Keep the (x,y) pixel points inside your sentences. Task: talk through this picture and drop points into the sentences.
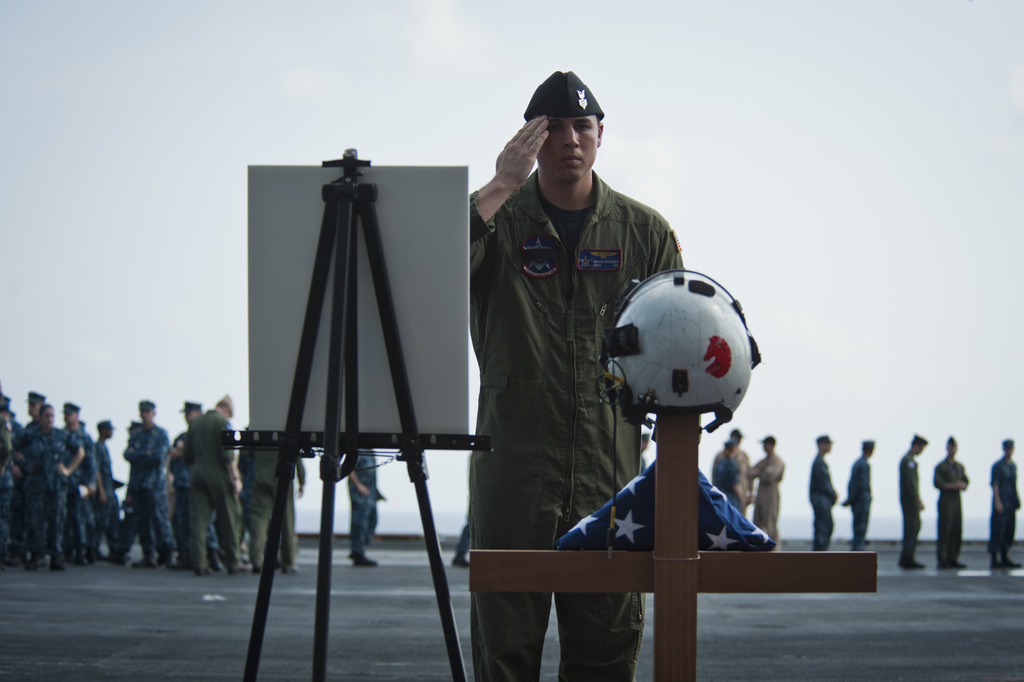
In the center of the image (580,349), we can see a person (537,285) wearing uniform (564,246) and a cap (574,95) and there is a board (361,336), a stand (335,412) and we can see a helmet (668,354), cloth (726,547) and a cross (654,554). In the background (858,464), there are some other people (141,449) and are wearing uniforms (185,435) and standing. At the bottom (869,636), there is a road (892,627) and at the top (728,96), there is sky (701,139).
